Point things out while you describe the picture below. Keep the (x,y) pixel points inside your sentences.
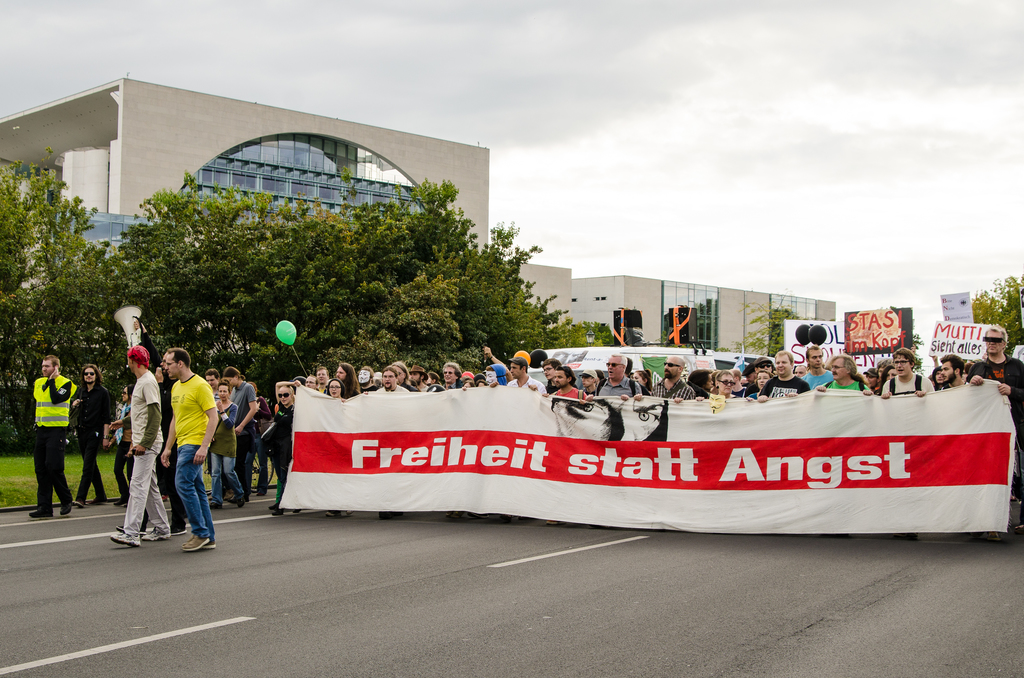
There are groups of people (447,381) standing. Among them, few people (888,384) are holding a banner (650,412) and few people (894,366) are holding the placards (884,333). This is a balloon (287,324), which is green in color. These are the trees (450,287) with branches (1014,319) and leaves (1017,299). I can see the buildings (635,298) with the glass doors (366,180). This is the sky (737,99).
